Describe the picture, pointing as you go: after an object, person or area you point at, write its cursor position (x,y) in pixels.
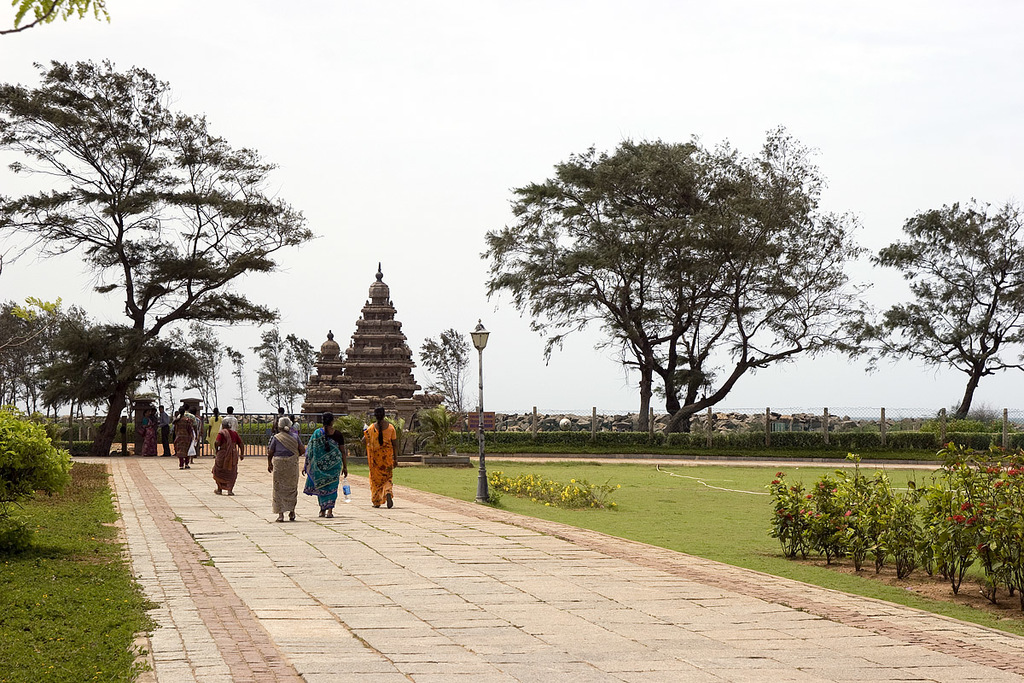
In this image there is a path (391,636), on that path (393,582) people (381,496) are walking and there is garden (848,493), in the background (374,370) there is a temple (378,358) and there are trees (263,338) and a sky (611,87).
